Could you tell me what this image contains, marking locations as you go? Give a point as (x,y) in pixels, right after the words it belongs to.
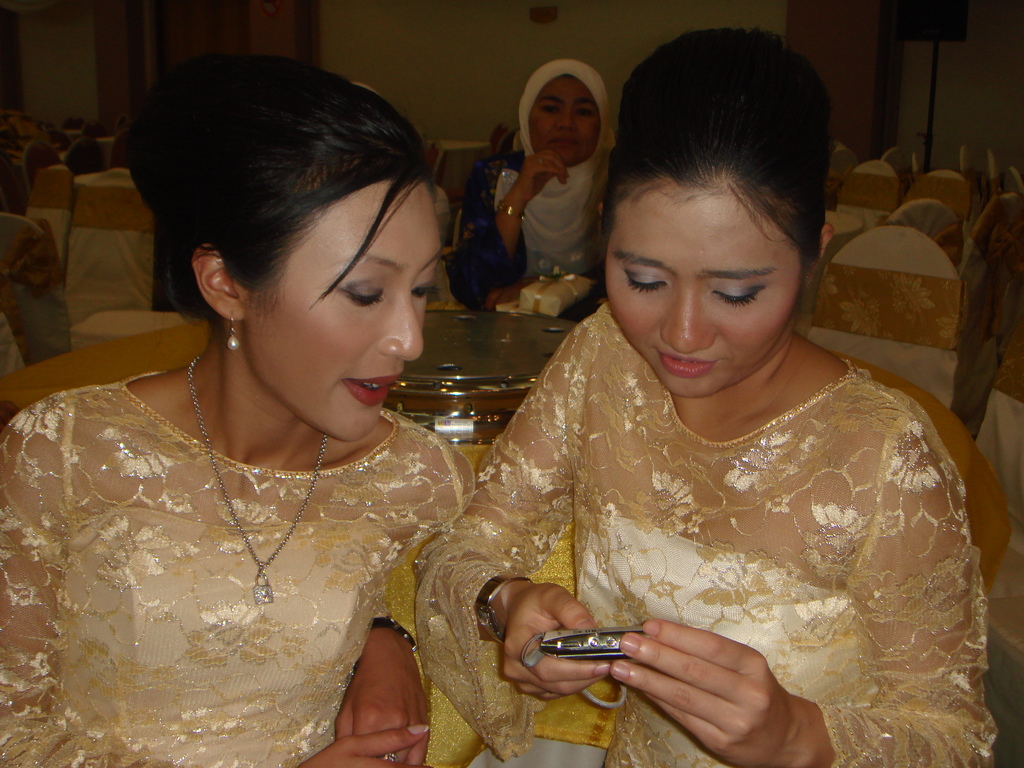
In this image i can see a few people (787,234) sitting on the chairs (112,188), one person (640,441) holding an object (549,642), behind there is a wall (622,7).
